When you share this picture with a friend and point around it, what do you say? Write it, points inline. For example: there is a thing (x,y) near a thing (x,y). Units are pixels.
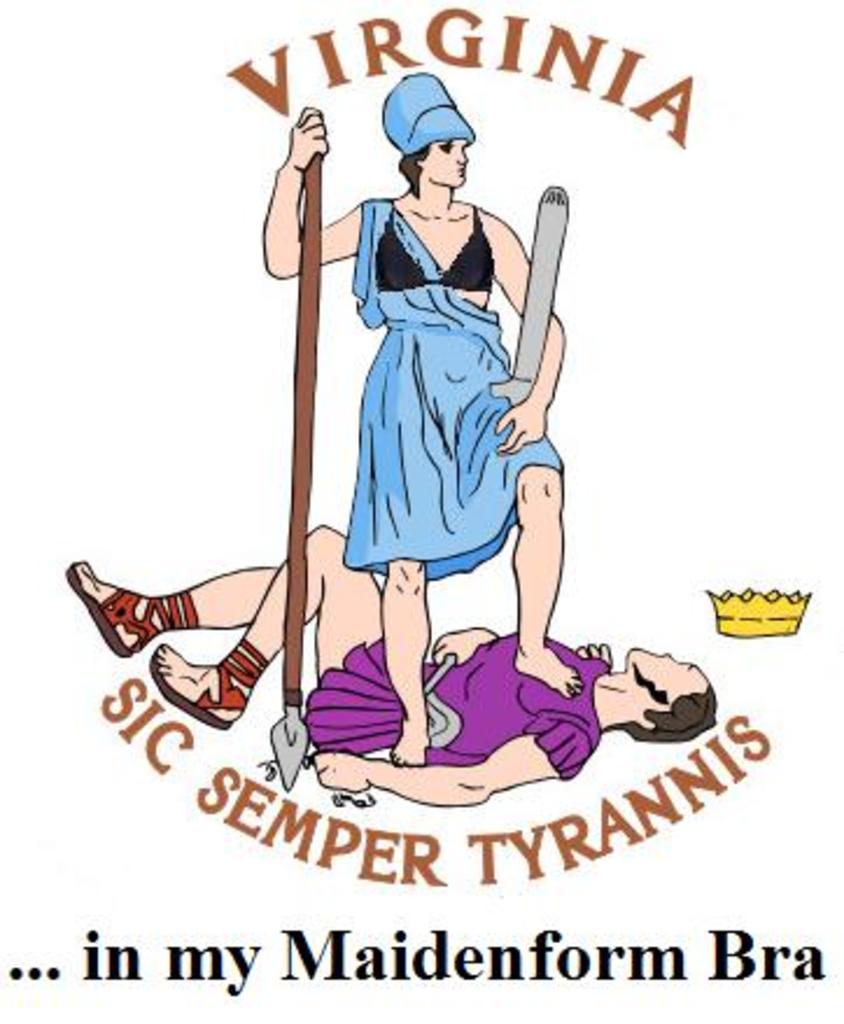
This is a cartoon image of a woman (434,520) and a person (504,651). The woman (416,389) is standing on a man (477,756) and holding something in the hand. I can also see something written on the image.
